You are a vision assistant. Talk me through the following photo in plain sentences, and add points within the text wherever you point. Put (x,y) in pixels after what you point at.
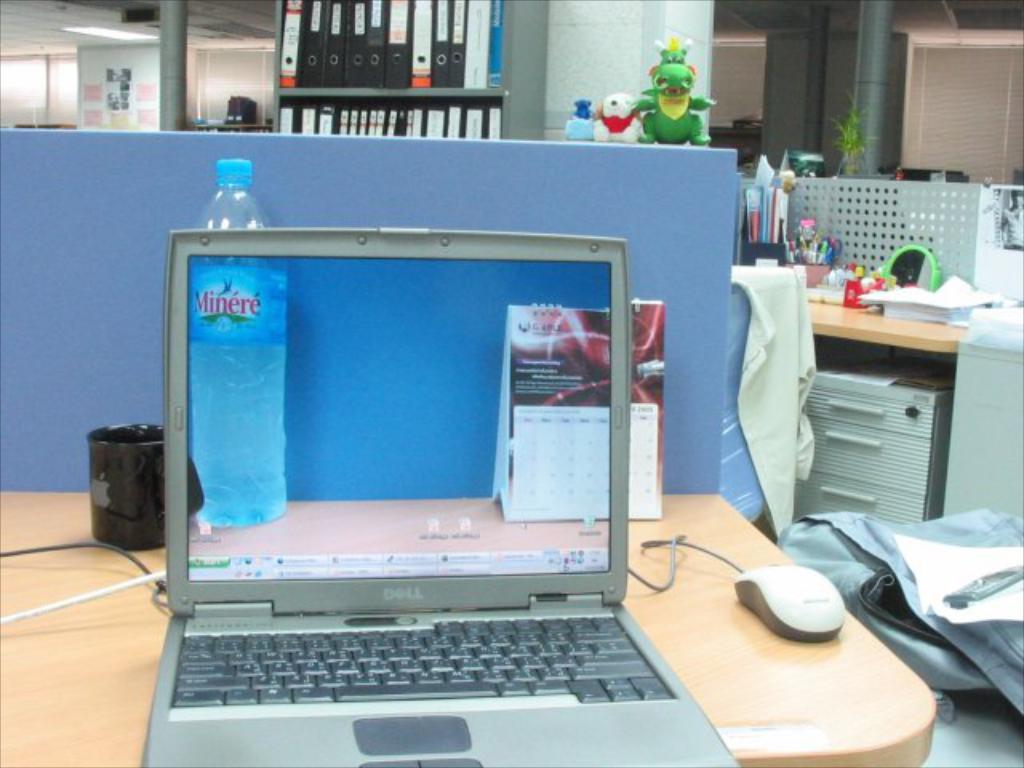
There is a table (110,609) which has a laptop (291,479), water bottle (222,180), mug (117,466), mouse (762,587) on it and there are some files (369,49) in the background (428,79).
